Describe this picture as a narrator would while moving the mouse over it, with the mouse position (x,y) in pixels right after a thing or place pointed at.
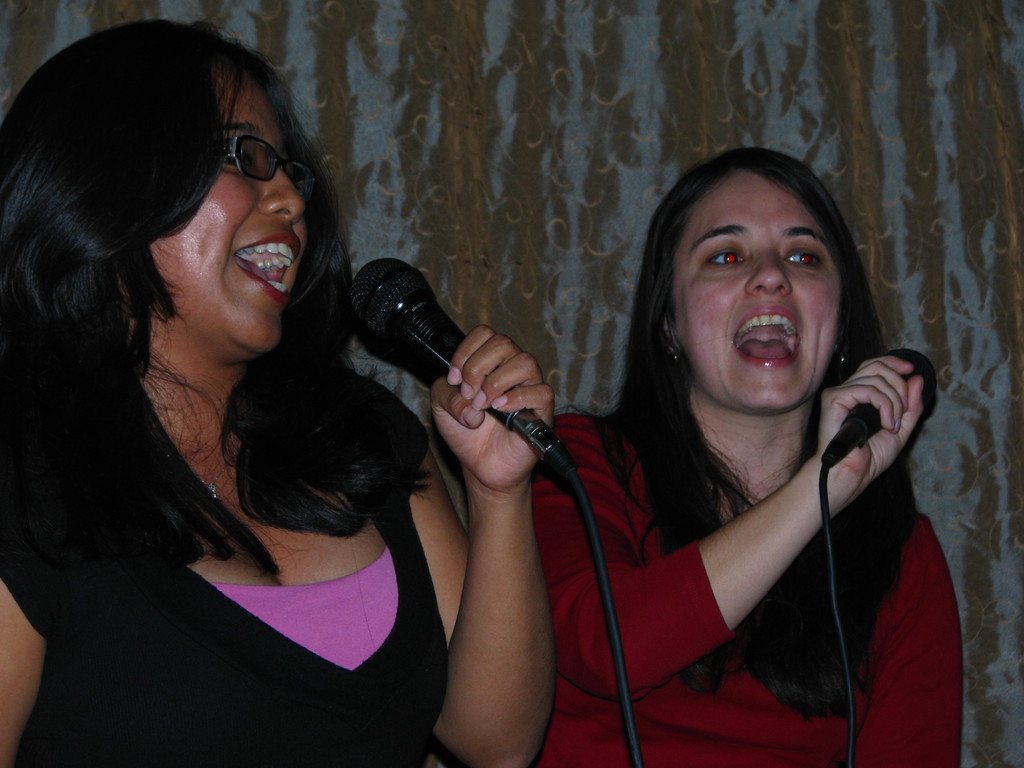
The two women (494,466) holding mike (443,339) in their hands (542,382) are singing.
